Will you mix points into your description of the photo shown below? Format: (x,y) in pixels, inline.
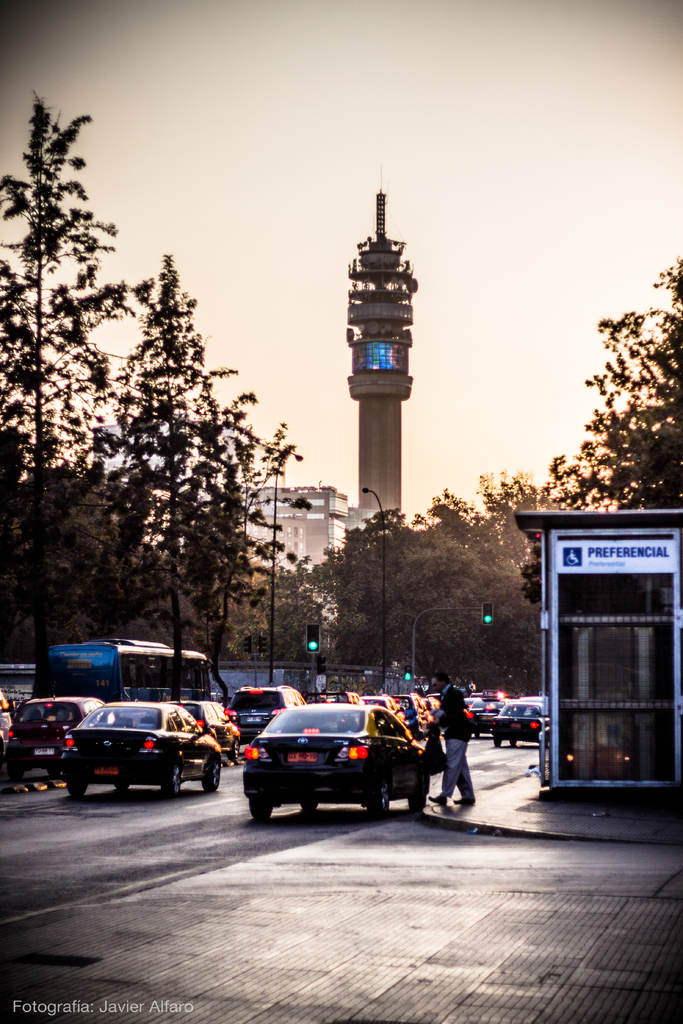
In this image we can see cars (67,707) travelling on the road (210,814), there are the trees (192,584), there is the traffic signal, there is the pole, there is the tower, at above here is the sky (331,192).
